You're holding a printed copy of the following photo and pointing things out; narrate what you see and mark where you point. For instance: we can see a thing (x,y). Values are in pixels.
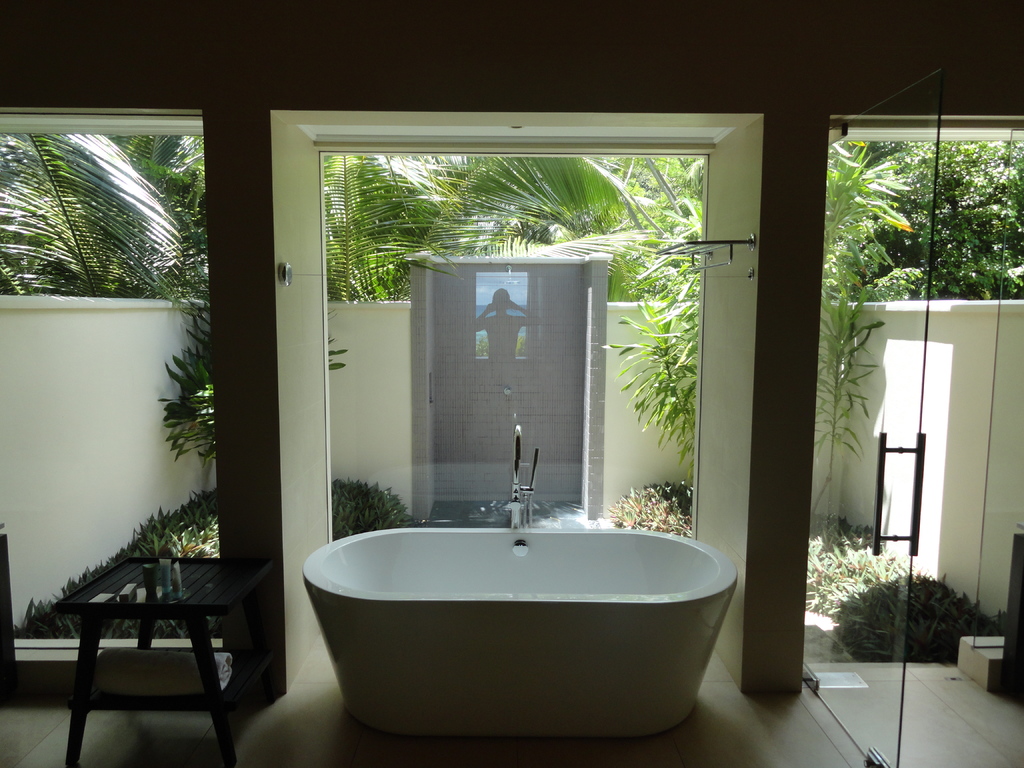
In the image we can see in front (578,633) there is a bathtub (512,606) and there are plants (348,508) growing on the ground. Behind there are lot of trees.
